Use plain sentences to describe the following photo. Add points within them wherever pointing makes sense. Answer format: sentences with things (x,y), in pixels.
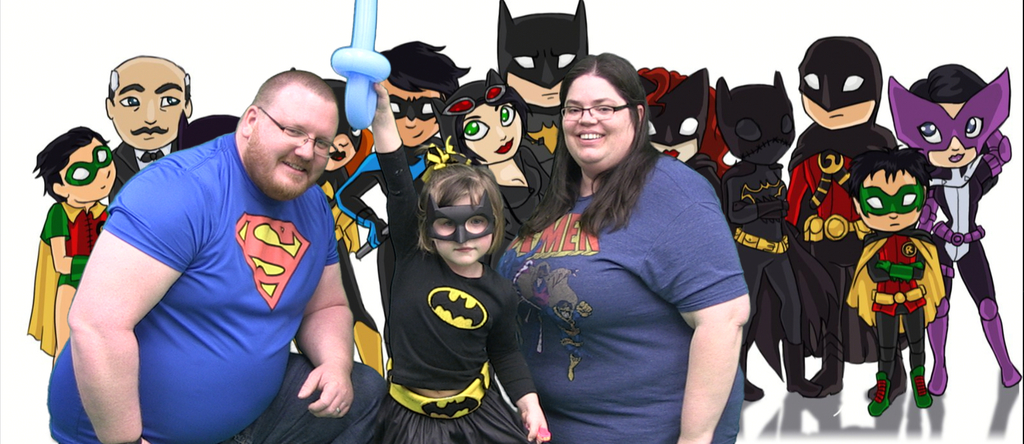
In the center of the image (458,209), we can see people (436,251) and one of them is wearing costume (442,271) and holding an object (371,111). In the background (340,128), there are cartoon images (710,161).
